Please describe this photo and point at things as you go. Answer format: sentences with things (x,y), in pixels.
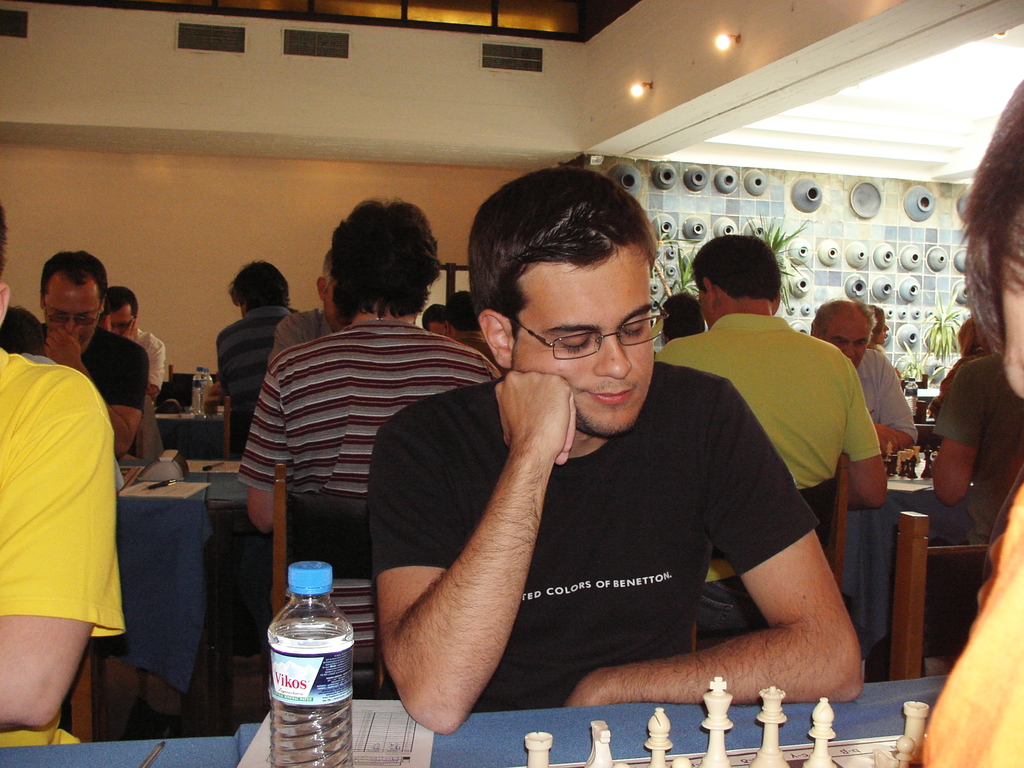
In this picture we can see group of people (339,380) is sitting in the hall (502,549) and playing chess game (774,720), In center (675,467) a man (585,518) wearing black T-shirt (630,586) on which united color of Benetton is written beside a water bottle (335,617) and paper (390,739) is placed on the table (790,725). In behind there is another person (356,393) who is wearing red striped t-shirt (343,424) sitting and playing the game. Behind on top of the wall (291,75) we can see ac vent (524,64) and lights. On the right corner (822,191) we can see a wall (822,191) with mud plate (821,253) are hanging for decoration.
